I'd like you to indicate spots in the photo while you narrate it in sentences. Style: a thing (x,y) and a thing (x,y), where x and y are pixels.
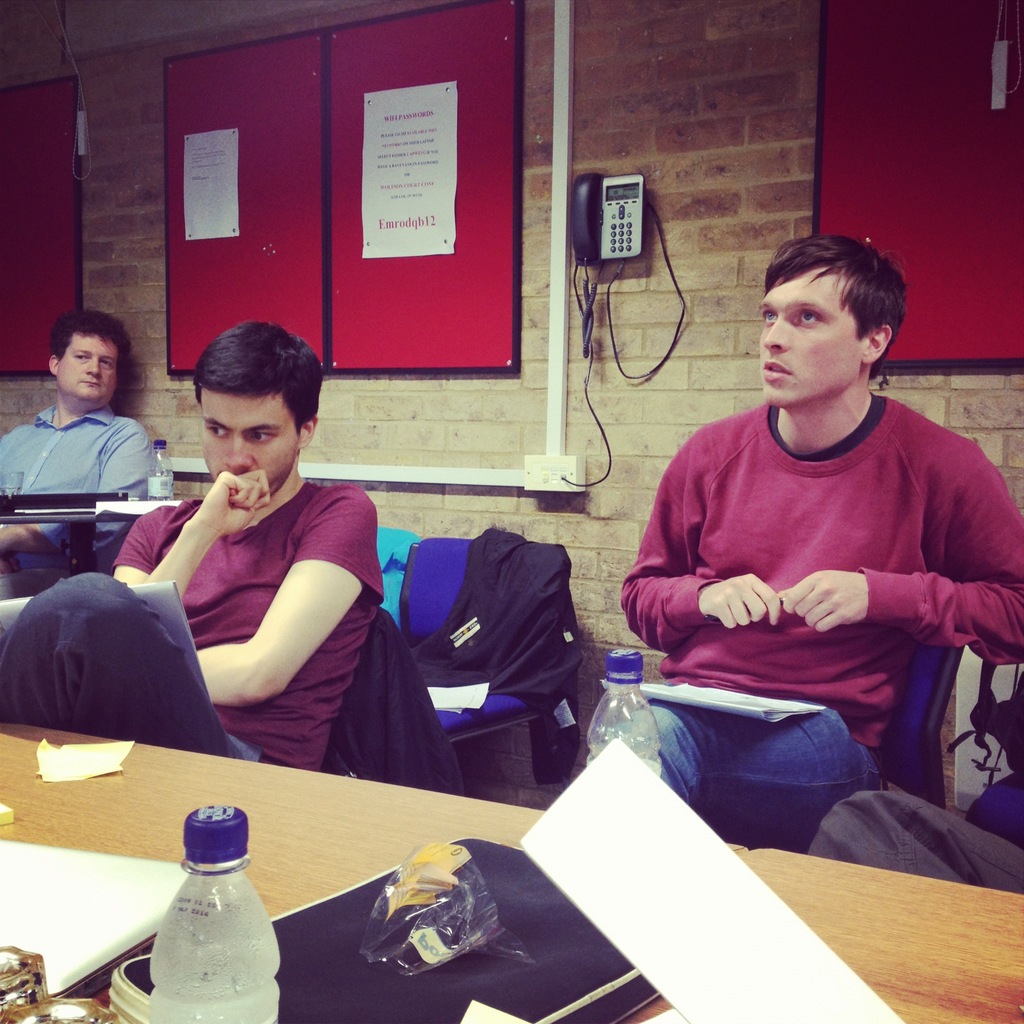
In this picture we can see three men (726,662) sitting on chairs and in front of them on table (144,853) we have files (112,877), bottles (237,889), bag (318,966), plastic covers (481,877) and in background (435,271) we can see wall (647,167) with telephone (578,242), poles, board (321,183) with stickers (388,197) to it.
